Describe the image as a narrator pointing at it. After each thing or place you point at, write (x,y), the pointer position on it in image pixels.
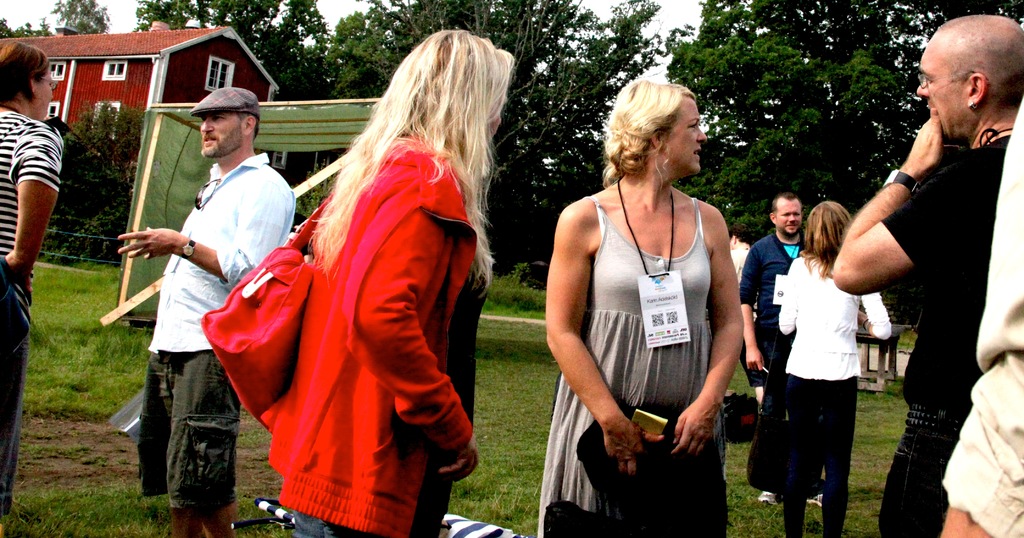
In this image we can see a group of persons (557,390). Behind the persons (433,276) we can see a shed (349,117), building (149,96), grass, table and a group of trees (565,19). At the top (569,31) we can see the sky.
